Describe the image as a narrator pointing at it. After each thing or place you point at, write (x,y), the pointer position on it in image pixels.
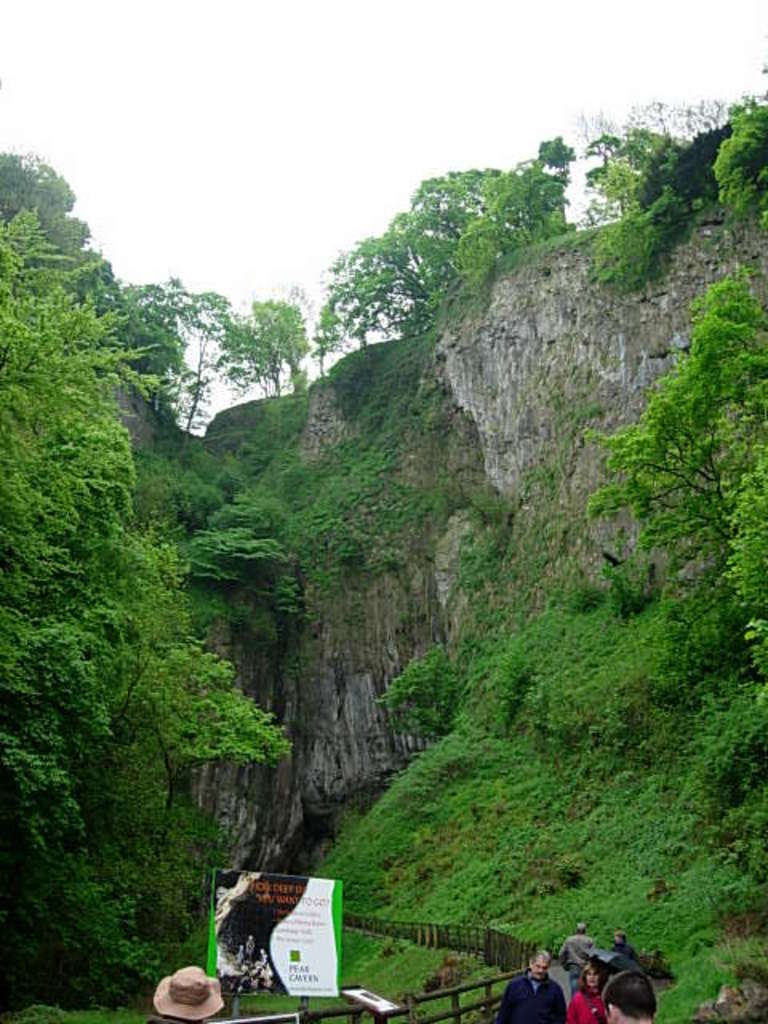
In this image we can see hill (607,428), trees (92,528), persons (576,992), road (562,975), board (284,941), fencing (357,924), cave (311,853) and sky (177,132).
